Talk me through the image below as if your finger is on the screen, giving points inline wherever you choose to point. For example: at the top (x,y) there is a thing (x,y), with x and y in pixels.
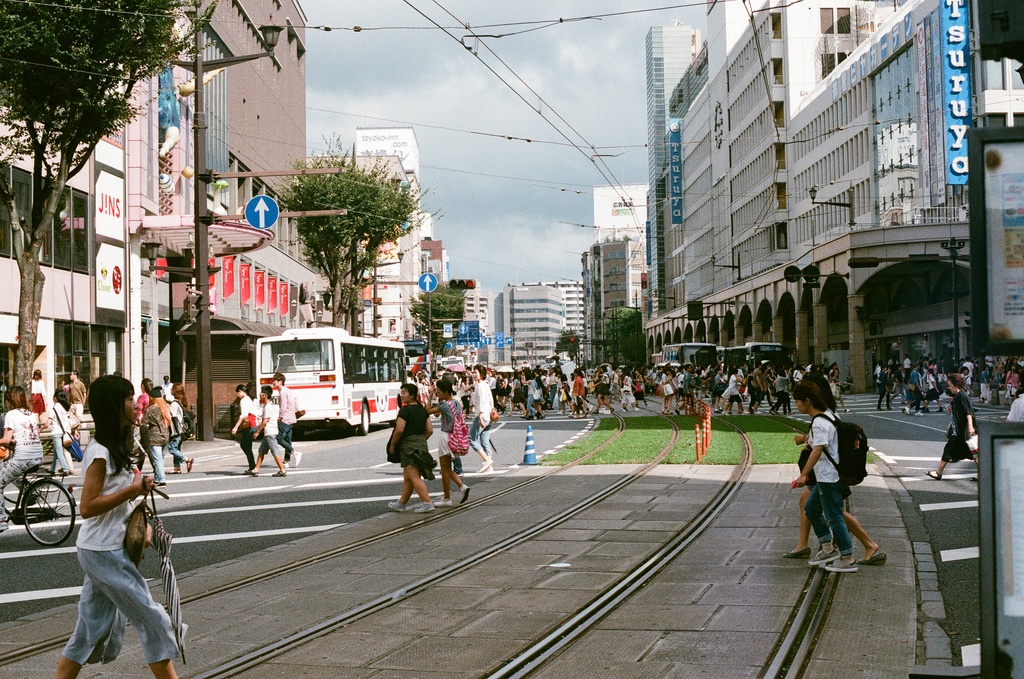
In the image few people (281,376) are walking and riding bicycles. Behind them there are some vehicles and trees (457,308) and sign boards (386,242) and poles (203,259). At the top of the image (589,94) there are some clouds (663,14) and sky (622,6). In the top right corner of the image (712,77) there are some buildings (692,99).
